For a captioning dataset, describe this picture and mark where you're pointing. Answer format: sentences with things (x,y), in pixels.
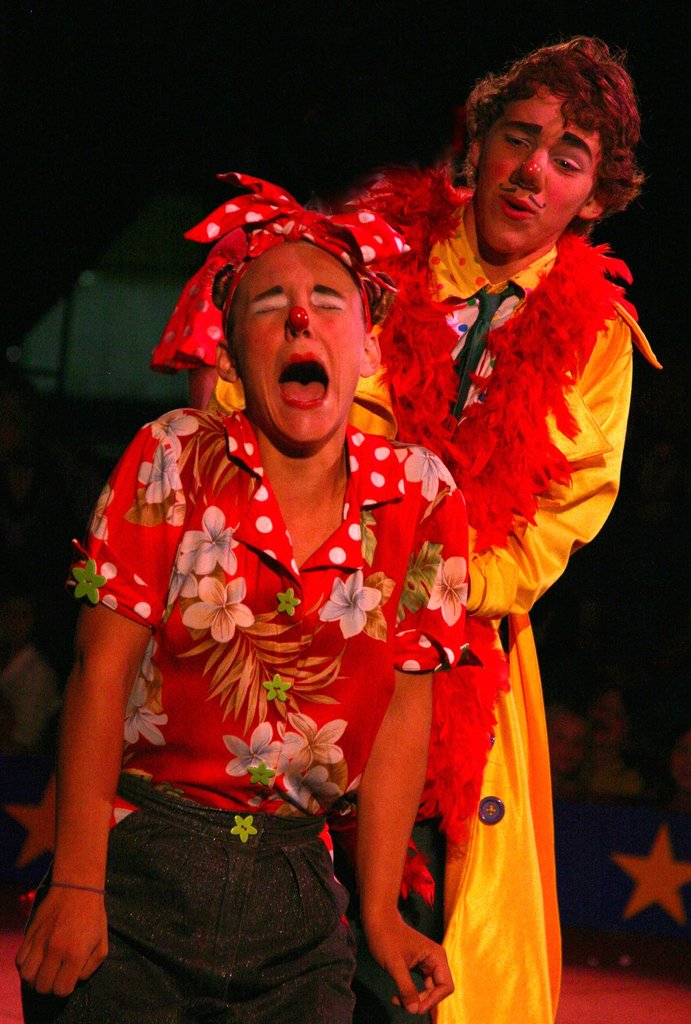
There are two persons (329,450). One person (309,354) is wearing a headband (263,216). Other person (454,261) is wearing a garland (511,369). In the background (562,732) it is blurred and there are few people (604,742).
